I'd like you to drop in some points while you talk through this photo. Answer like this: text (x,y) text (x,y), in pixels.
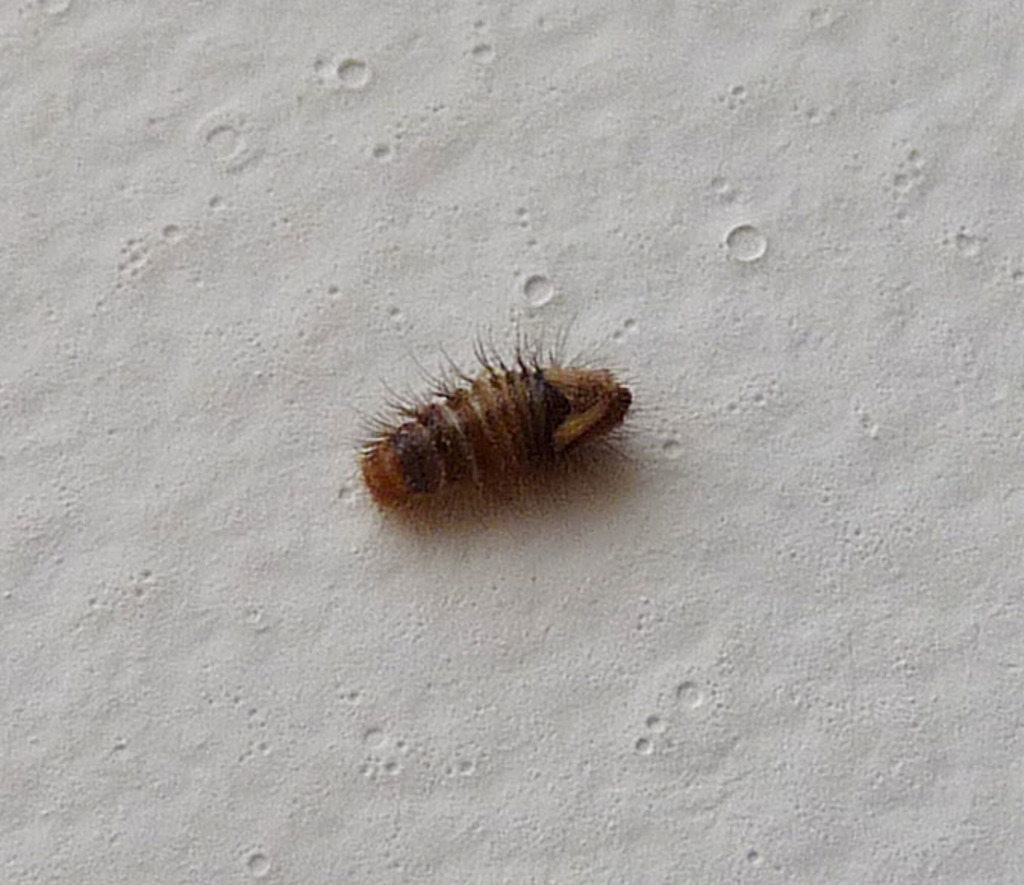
In this image we can see an insect (501,362) on the ground (714,239).
